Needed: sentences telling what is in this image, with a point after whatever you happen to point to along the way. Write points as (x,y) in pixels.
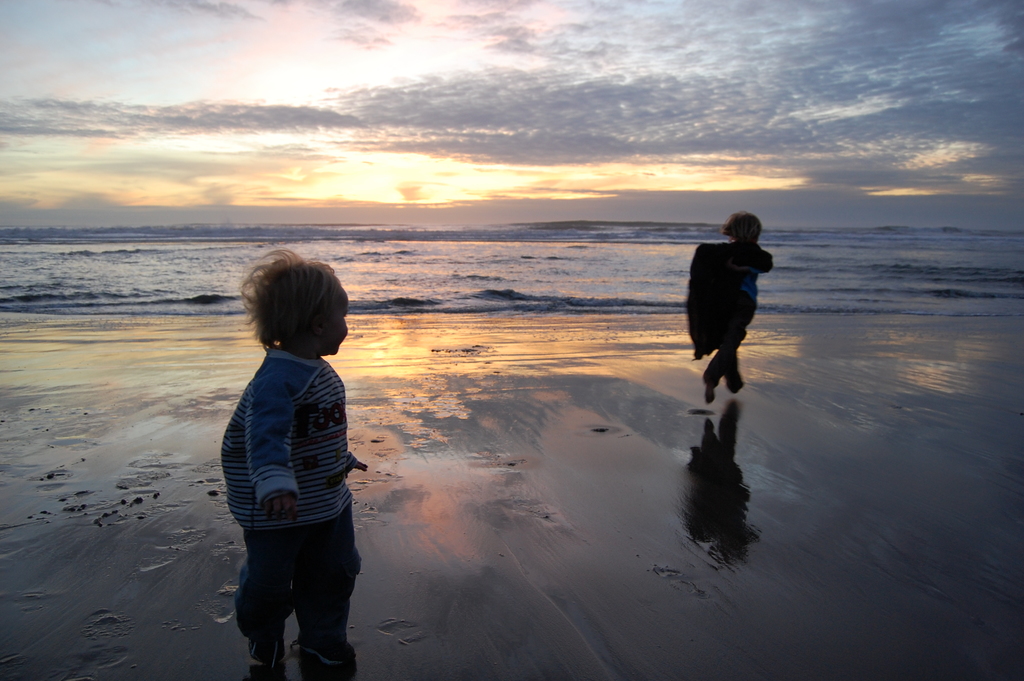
In this image we can see two children (731,367) on the sea shore (687,384). In the background (419,254) there is water (460,254) and sky (506,104) with clouds (565,130).
